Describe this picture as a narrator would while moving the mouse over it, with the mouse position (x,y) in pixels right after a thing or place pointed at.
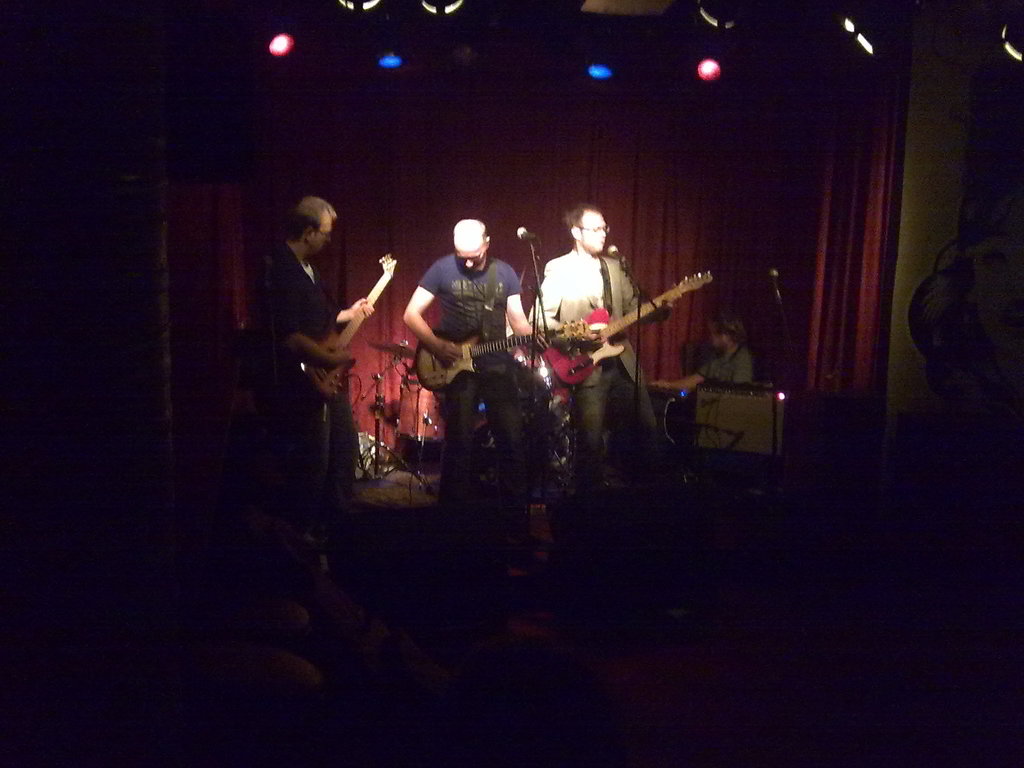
In the image we can see there are people (493,357) who are standing and holding a guitar (584,345) in their hand (655,317).
